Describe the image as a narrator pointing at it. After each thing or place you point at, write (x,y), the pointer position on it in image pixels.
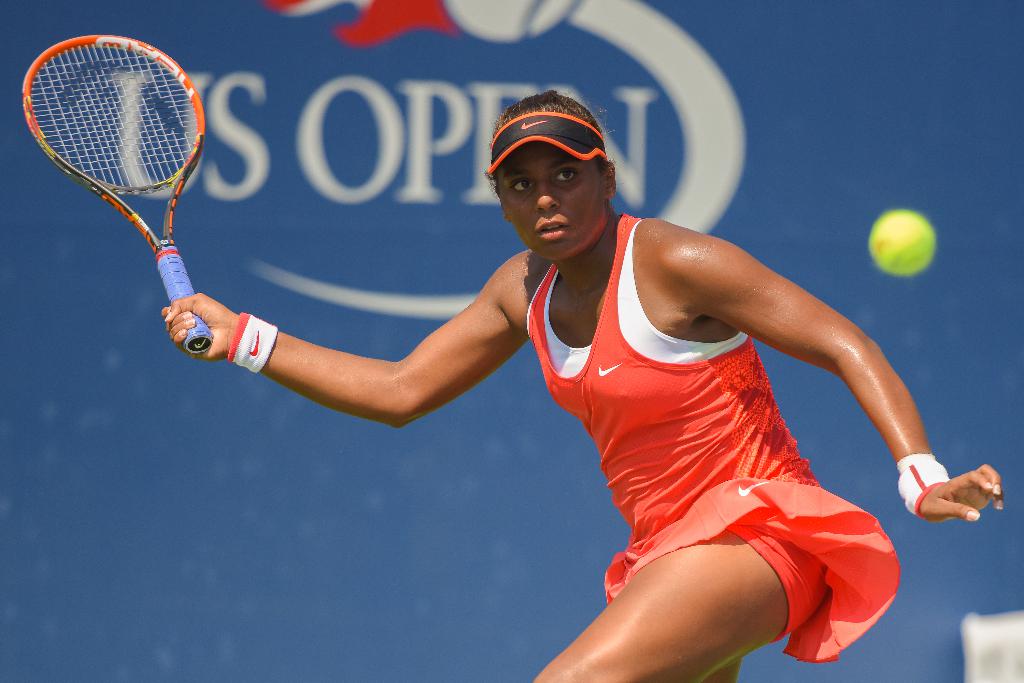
In this picture there is a girl (617,601) who is holding the tennis bat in her right hand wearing the red color costume (726,473) and pointing at the next shot.
